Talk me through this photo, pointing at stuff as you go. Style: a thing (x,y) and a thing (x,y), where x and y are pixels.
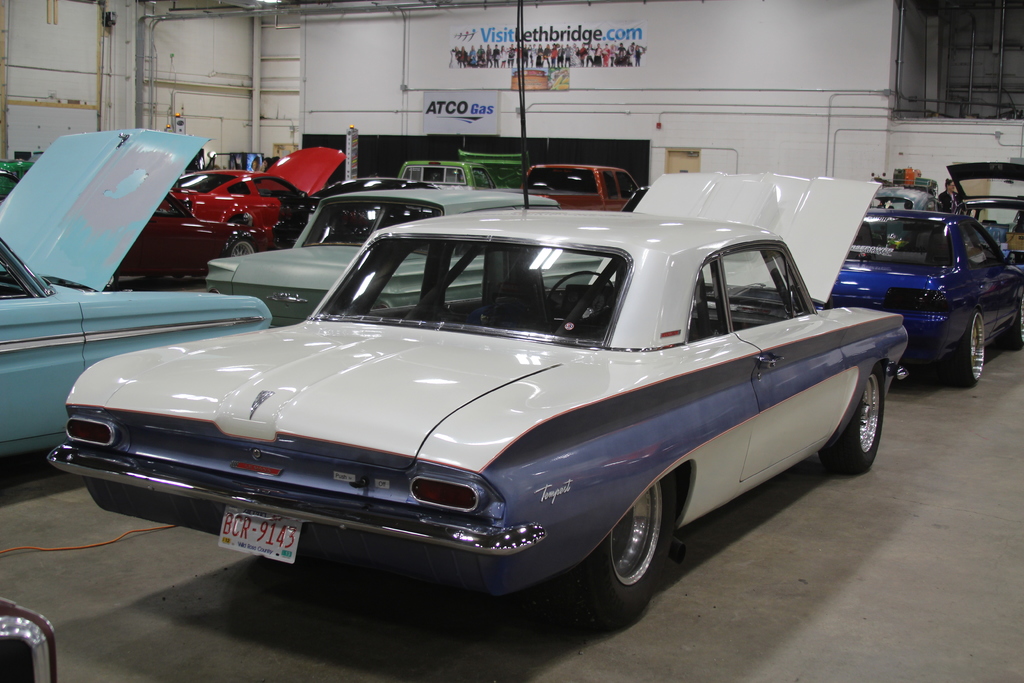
In this picture we can see cars (719,437) on the ground (920,511) and in the background (283,120) we can see pipes (156,62), wall (345,69), banners (558,33).
